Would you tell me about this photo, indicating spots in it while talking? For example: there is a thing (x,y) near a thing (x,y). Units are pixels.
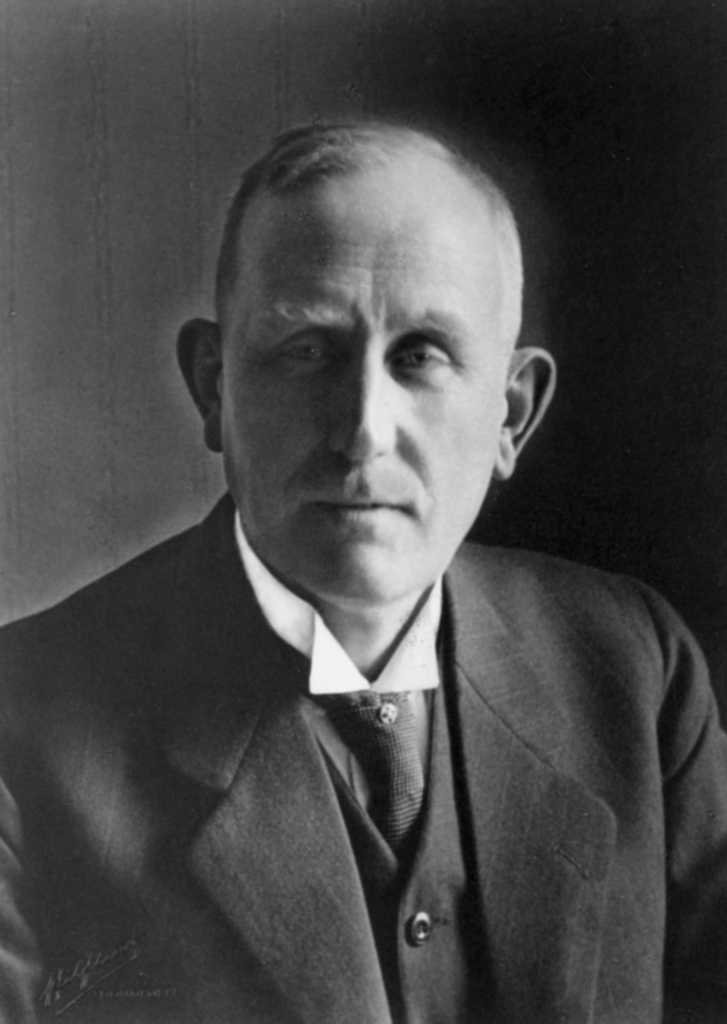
This is a black and white picture. In this picture, we see a man (320,664) is wearing a white shirt (319,667) and black blazer (349,863). In the background (84,87), it is black in color. This picture might be a photo frame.
